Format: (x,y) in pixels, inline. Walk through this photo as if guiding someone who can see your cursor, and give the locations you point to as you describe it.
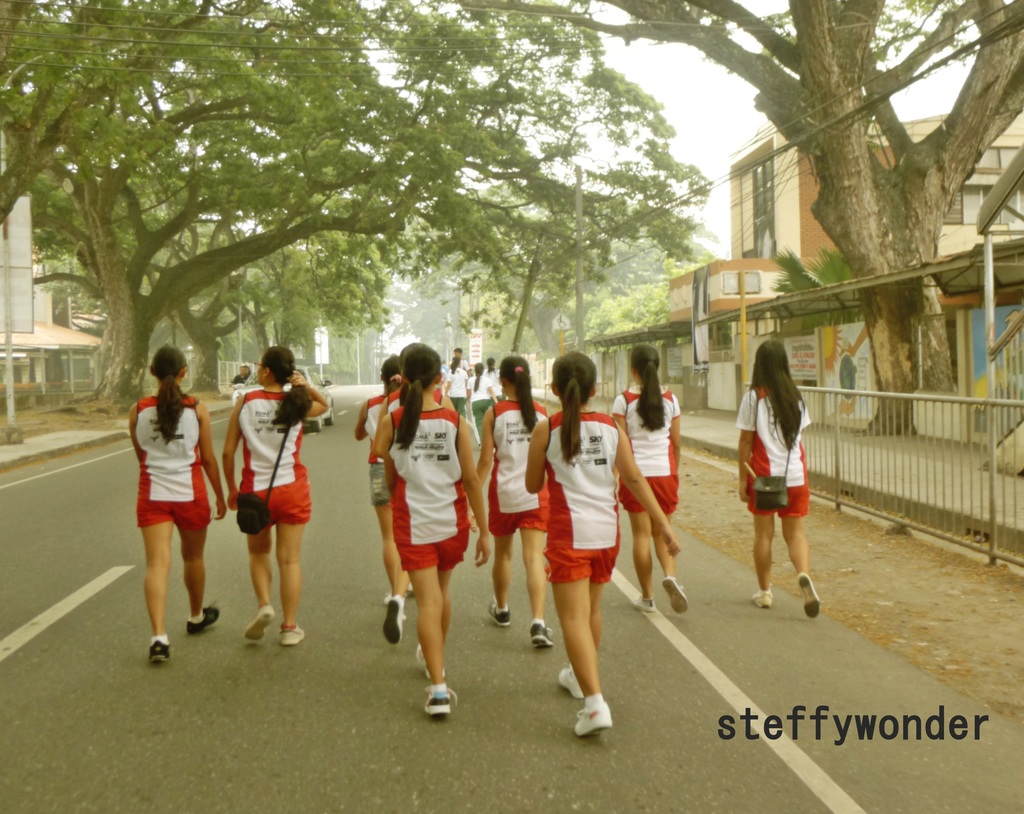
In this image I see number of people (762,349) and I see that these women (262,424) are same dress (556,513) and I see that this woman (760,444) and this woman (288,454) are carrying bags (772,487) and I see the road (623,531) and I see the fencing (839,430) over here. In the background (978,105) I see the buildings (957,314), trees (914,206) and I see the pole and the wires (697,193) and I see the sky (612,51) and I see a watermark (786,725) over here.
